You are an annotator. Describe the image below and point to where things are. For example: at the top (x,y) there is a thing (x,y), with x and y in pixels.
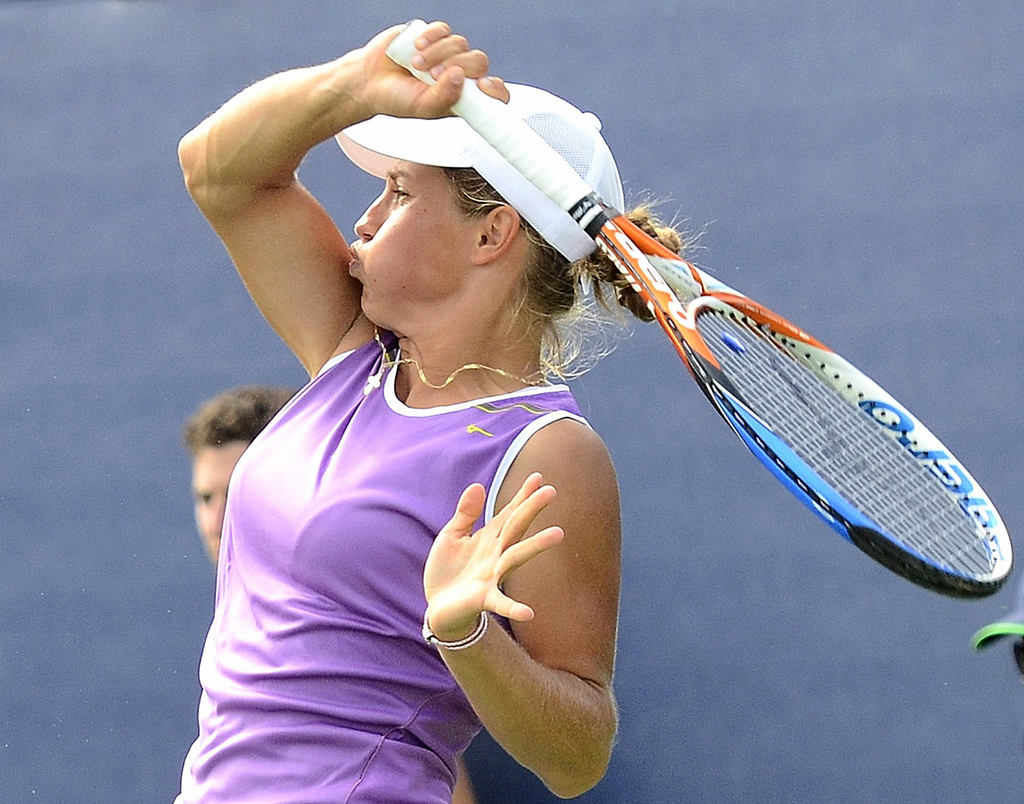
In this picture we can see that a woman (314,523) is playing a tennis, This woman (375,655) is wearing purple dress (404,476) and white cap (429,136) on the head (385,179). and Behind her a boy (212,467) is standing and watching the game.
